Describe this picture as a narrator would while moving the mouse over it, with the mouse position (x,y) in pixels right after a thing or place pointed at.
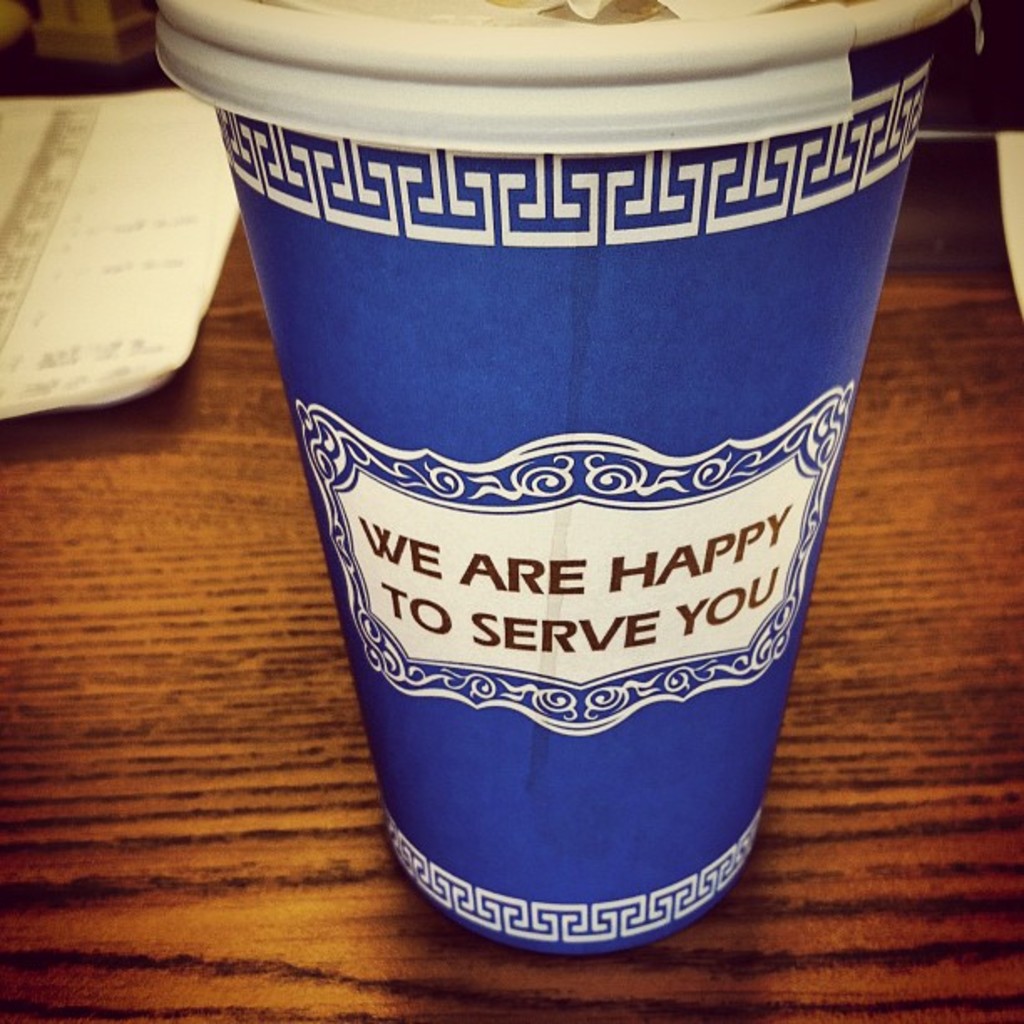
In this image I can see the cup (438,452) and few papers (195,301) on the brown color surface (977,946).
